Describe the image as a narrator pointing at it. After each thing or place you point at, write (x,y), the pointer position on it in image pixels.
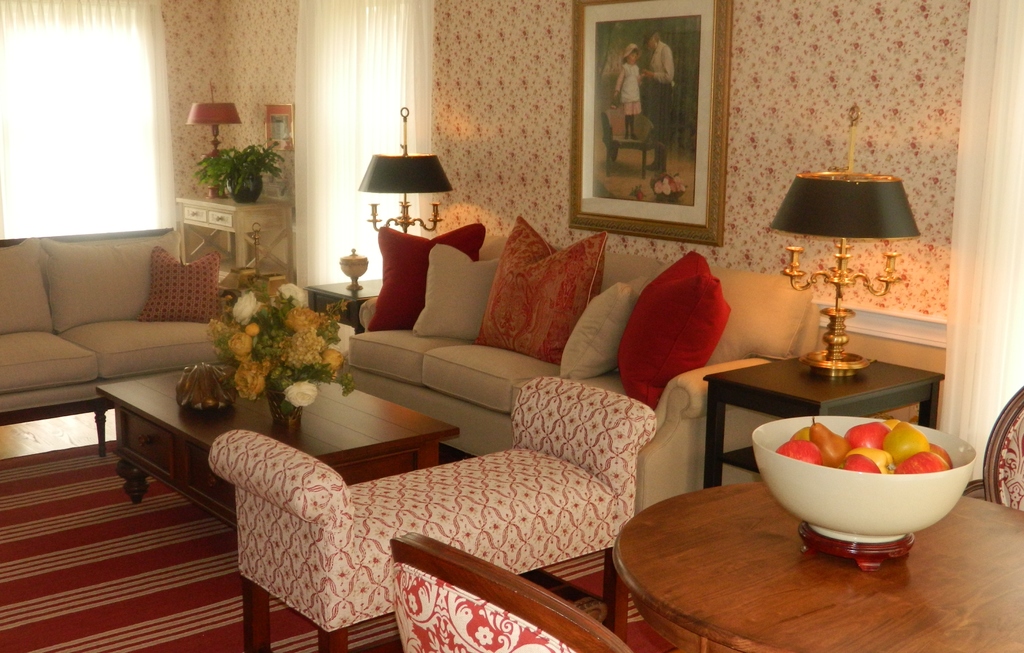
This picture shows a sofa set (483,379) and flower vase (266,378) on the table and we see a photo frame (590,207) on the wall (769,177) and we see some fruits (830,453) in the bowl (830,497) and a plant (272,169) and couple of curtains (387,209) to the window (78,229).
